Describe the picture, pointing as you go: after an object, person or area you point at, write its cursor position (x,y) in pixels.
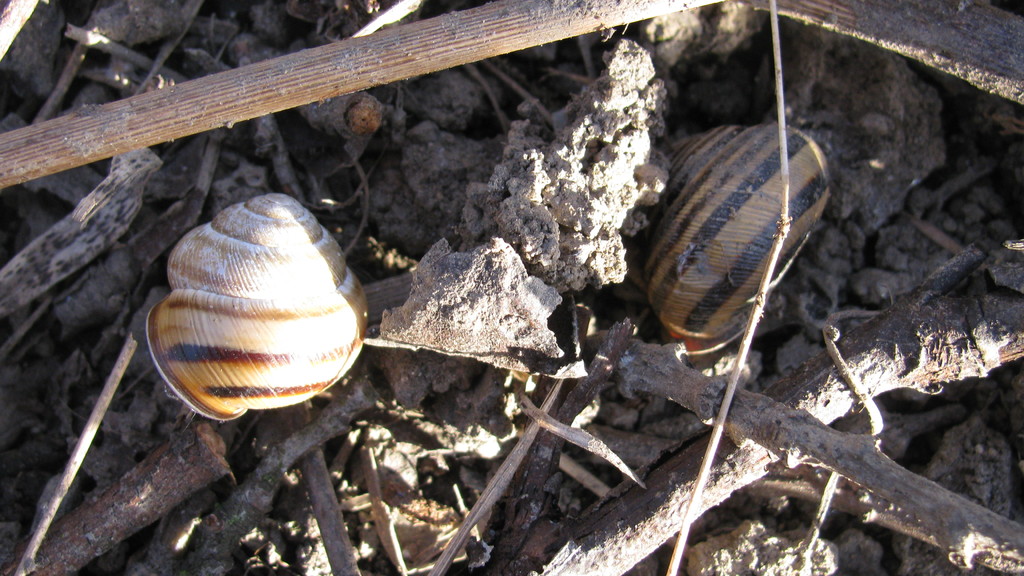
In this image we can see two snail shells (704,339), some wooden sticks (174,90) and some objects (615,152) on the ground (412,446).
